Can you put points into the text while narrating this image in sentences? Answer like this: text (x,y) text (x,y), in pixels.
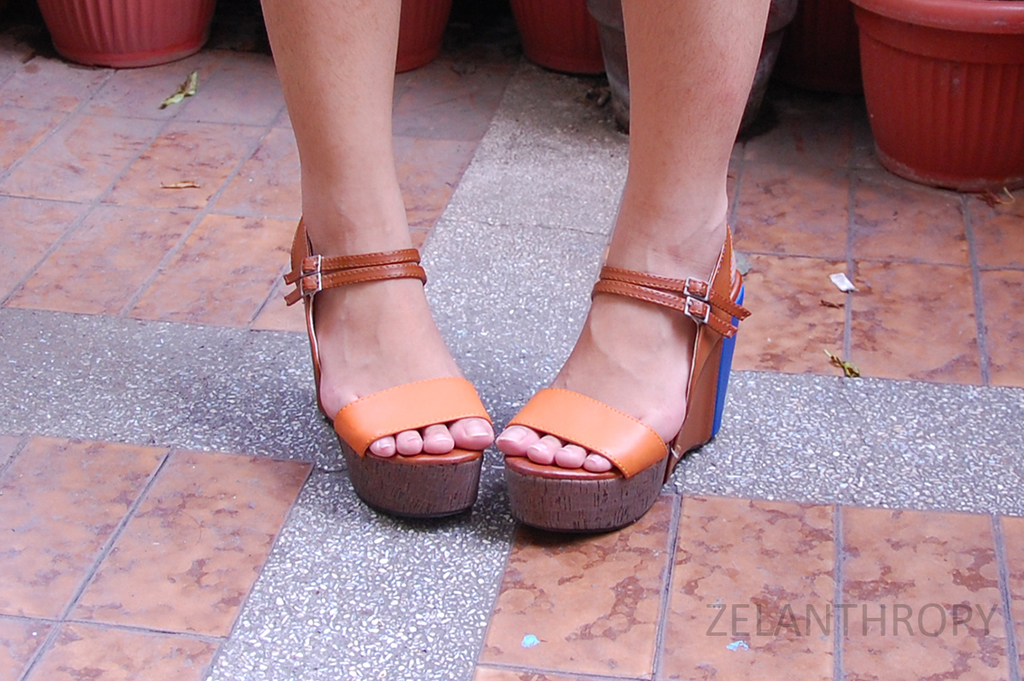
In the image we can see two legs (702,36) and footwear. Behind the legs (623,197) there are some flower pots (959,150).
